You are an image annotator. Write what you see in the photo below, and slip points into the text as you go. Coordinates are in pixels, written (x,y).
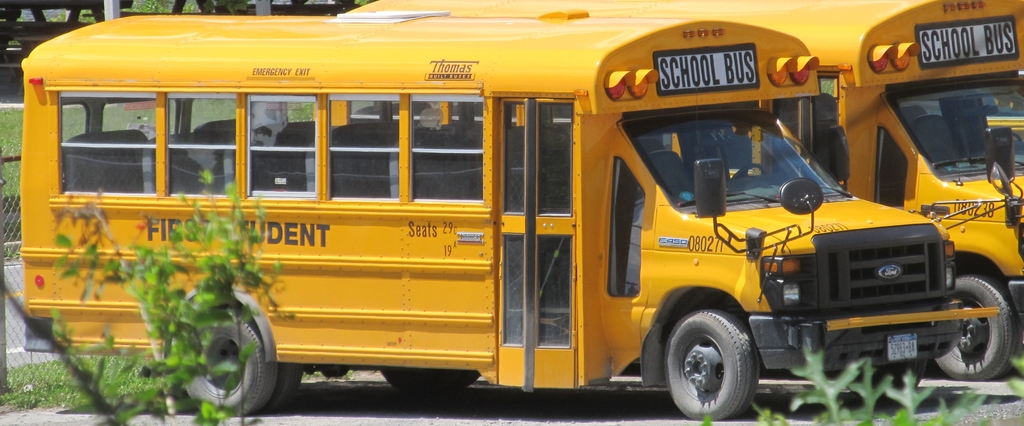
This is an outside view. In this image I can see two yellow color vehicles (521,212) on the road (396,412). At the bottom (138,402) few leaves (179,342) are visible. On the left side (8,233) there is a net (8,208) and I can see the grass (42,384) on the ground (40,388). At the top of the image (101,11) there are few metal objects (96,12).
